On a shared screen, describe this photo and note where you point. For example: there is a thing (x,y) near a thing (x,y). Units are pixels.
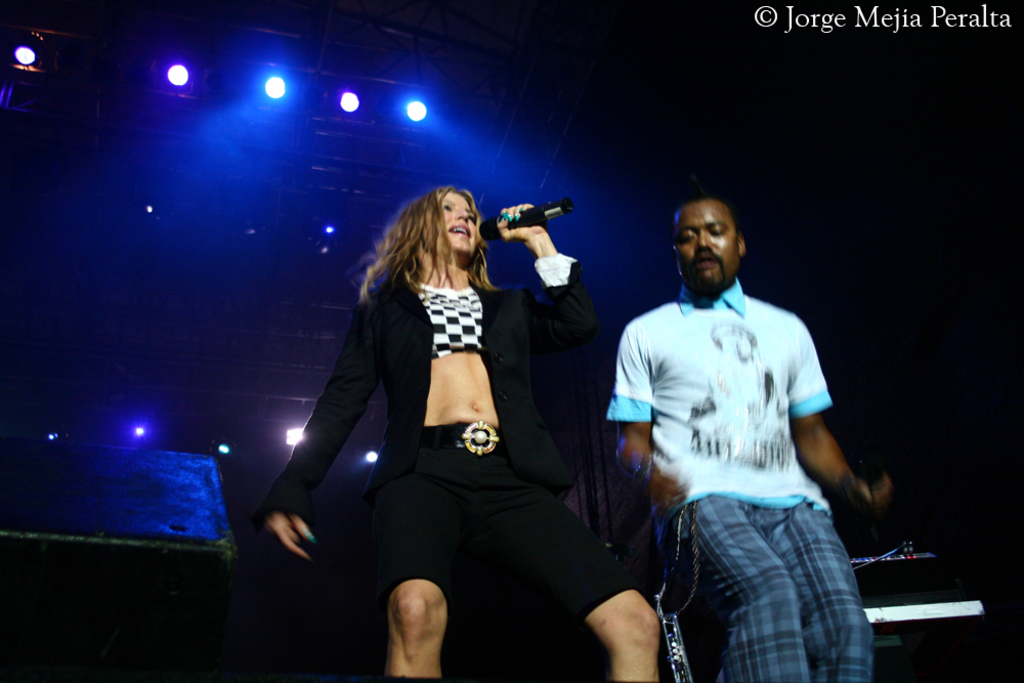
In this image there is a woman (419,320) in the middle (457,388) who is holding the mic (493,231). Beside her there is a man (704,440) who is dancing. At the top (421,105) there are lights (353,107).
